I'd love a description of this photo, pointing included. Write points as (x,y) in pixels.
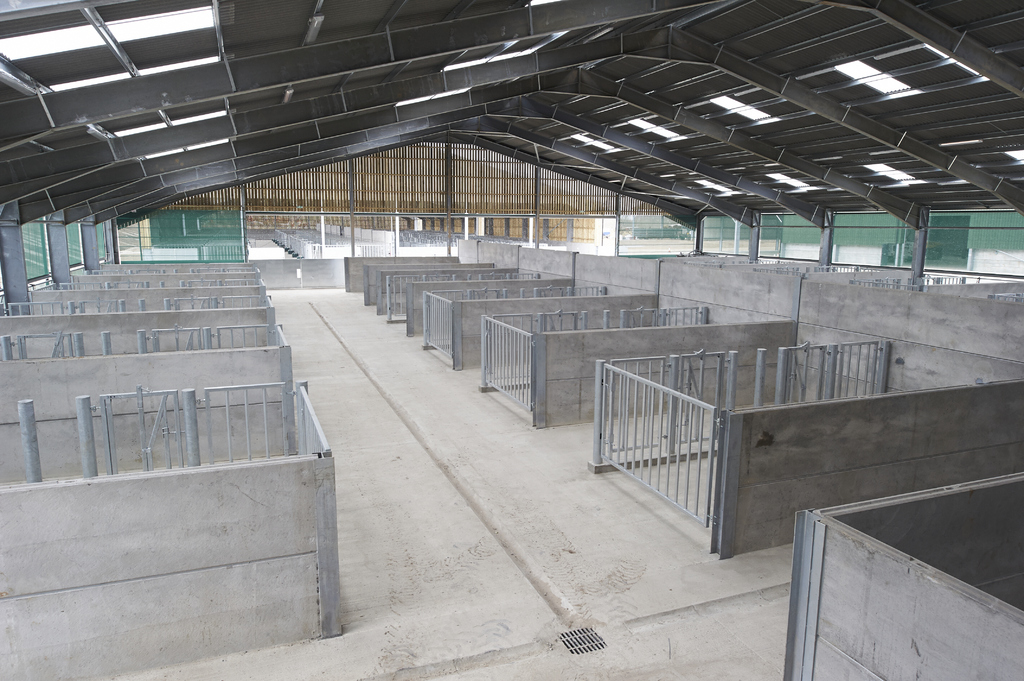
In this image I can see the ground (483,533), the railing (659,477) and few walls (830,447). I can see the ceiling (416,71) and in the background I can see another building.
